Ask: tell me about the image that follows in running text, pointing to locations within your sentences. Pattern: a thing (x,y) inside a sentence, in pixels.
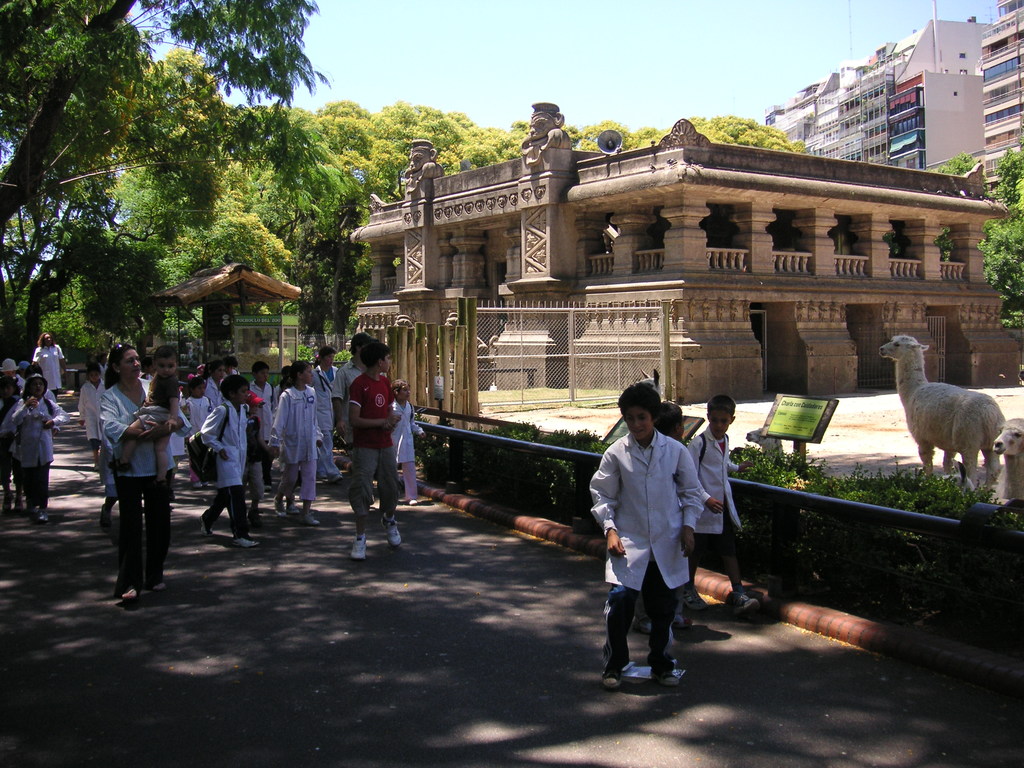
In this image I can see group of people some are standing and some are walking, they are wearing white color dress (287,444). Background (545,255) I can see building (608,282) in cream color, trees (333,203) in green color, sky (412,82) in white and blue color.
